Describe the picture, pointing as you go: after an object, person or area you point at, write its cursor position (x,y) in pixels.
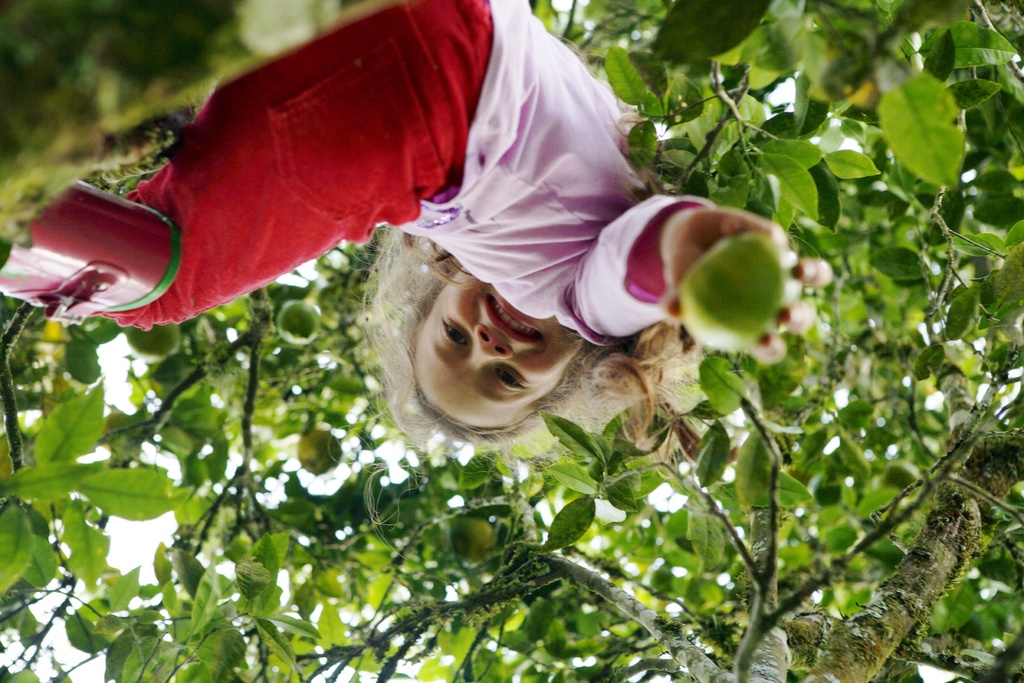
In this image we can see a girl (367,309) is standing, and holding a fruit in the hands (676,298), here is the tree (554,424), at above here is the sky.
